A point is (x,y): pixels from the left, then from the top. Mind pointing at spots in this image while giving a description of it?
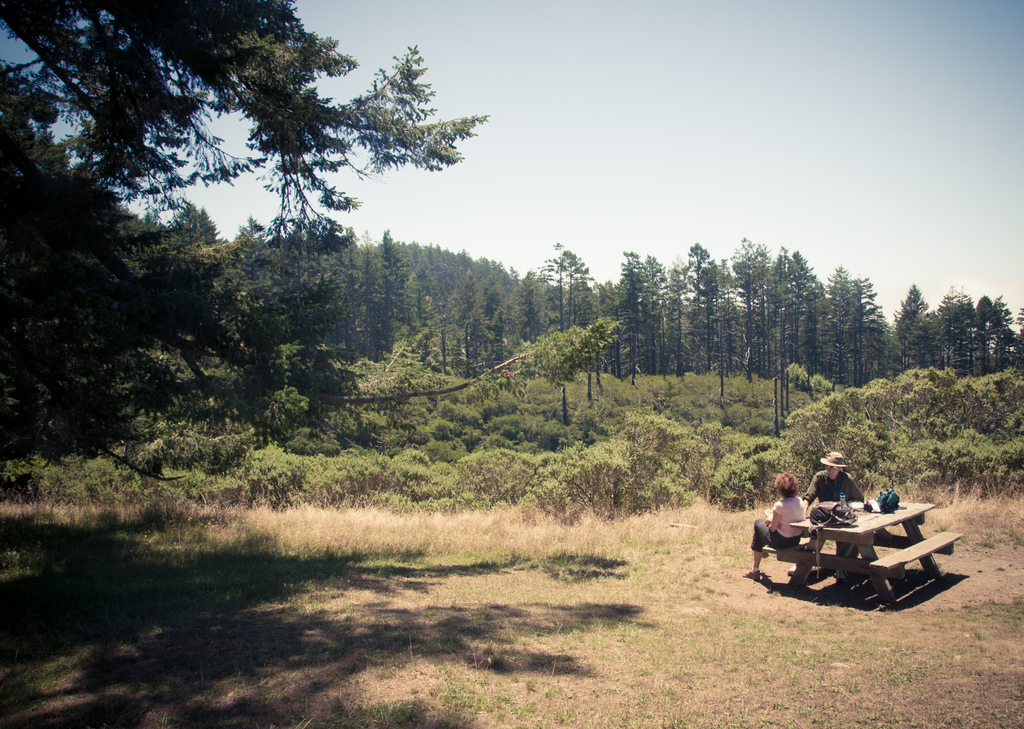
In this image I can see grass (425,580), shadows (514,622), bench (935,544), number of trees (805,476), the sky (695,126) and here I can see two people (799,503). I can see one of them is sitting and one is sitting. I can also see few stuffs (840,522) over here.
